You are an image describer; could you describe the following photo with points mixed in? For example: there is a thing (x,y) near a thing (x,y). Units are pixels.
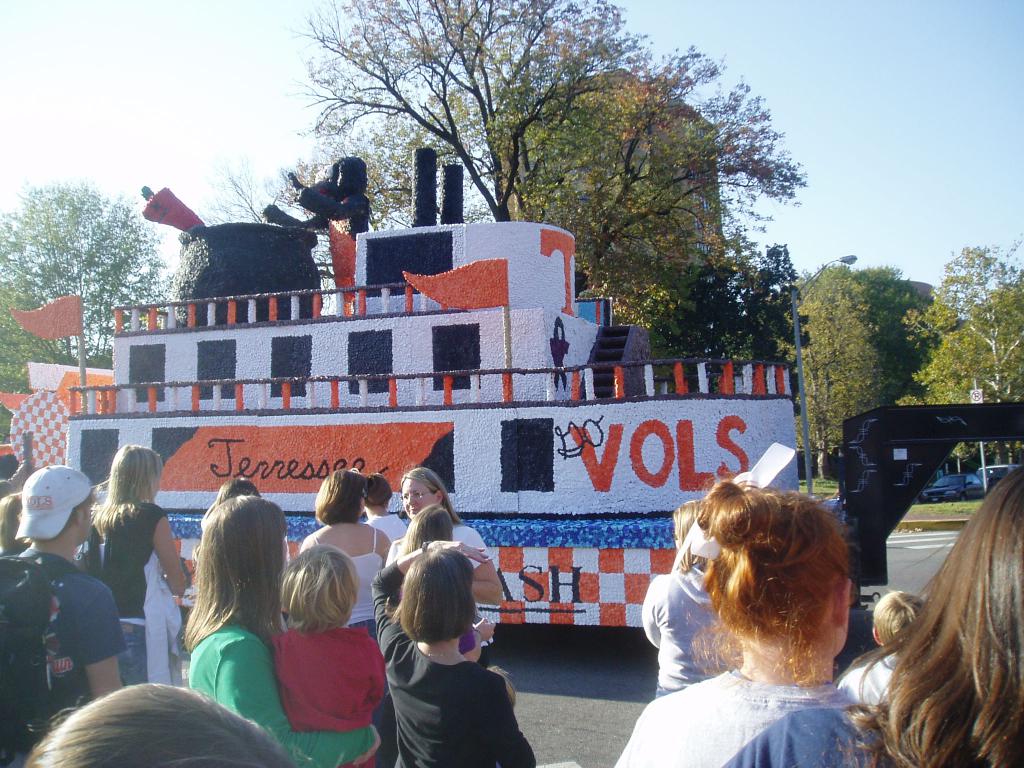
In this picture I can see at the bottom (987,607) a group of people (499,698) are there, in the middle (559,267) it looks like a vehicle (356,312) decorated in the shape of a ship (554,460). In the background (988,458) there are trees (739,354), on the right side (964,491) there is a vehicle (995,471), at the top (254,89) there is the sky (241,96).
